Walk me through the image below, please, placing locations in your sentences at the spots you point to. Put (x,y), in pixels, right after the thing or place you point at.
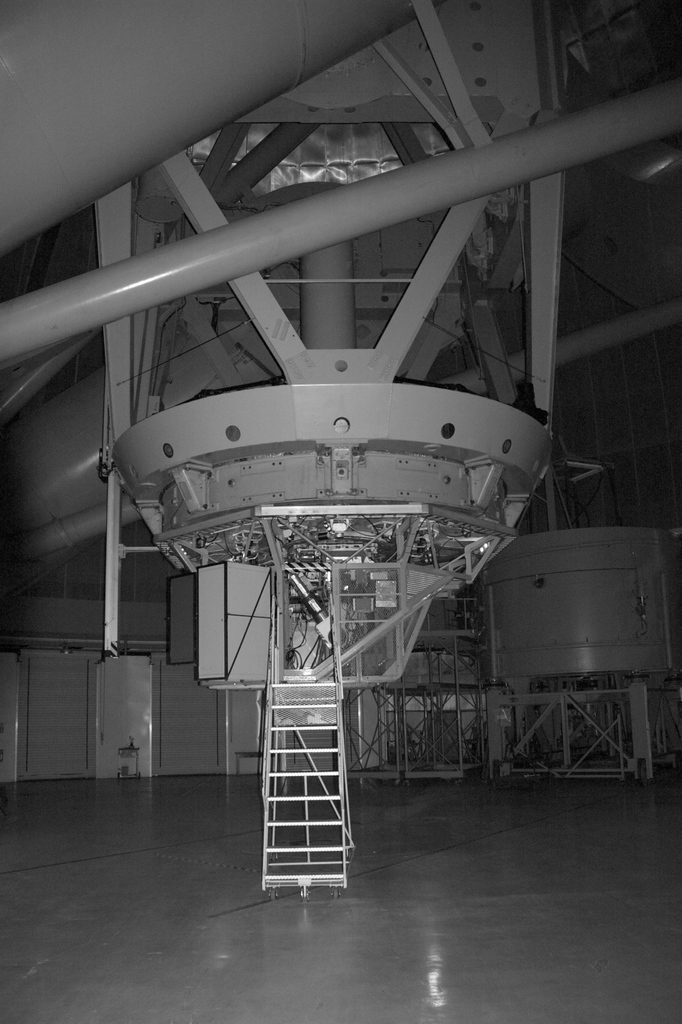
In this picture we can see a ladder (269,780) on the floor (271,806) and some objects (296,355) and in the background (521,743) we can see the wall (222,702) and rods (110,624).
